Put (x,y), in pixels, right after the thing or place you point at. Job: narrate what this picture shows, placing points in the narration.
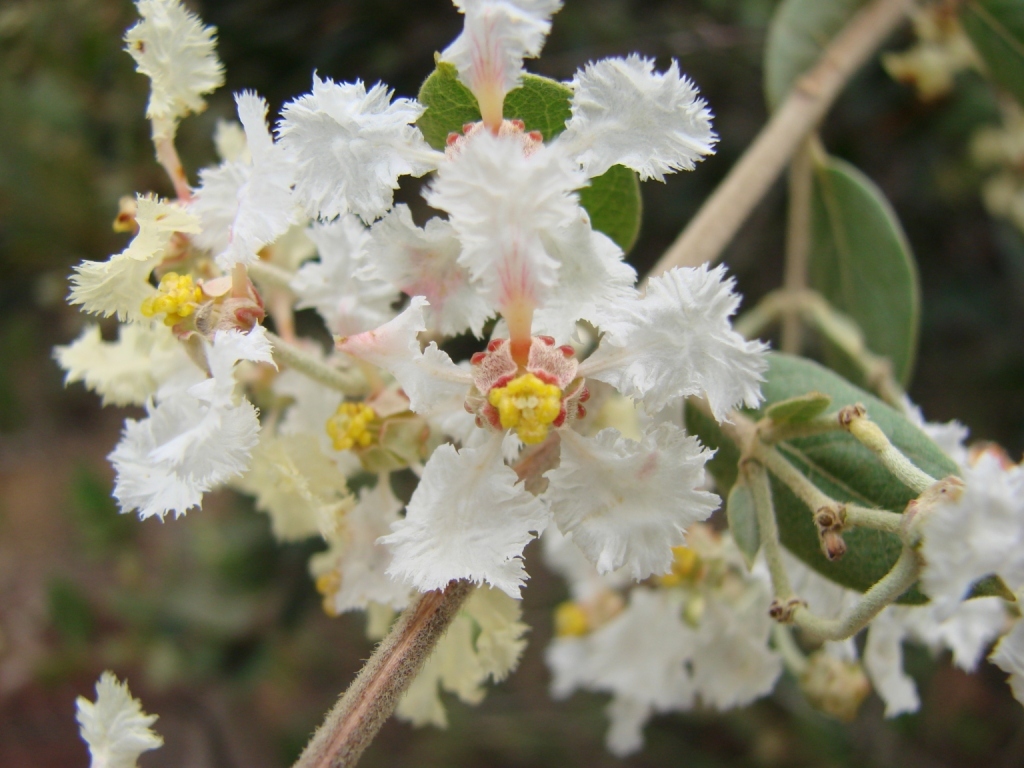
This image consists of a plant (433,348). It has flowers (647,479). They are in white color.
